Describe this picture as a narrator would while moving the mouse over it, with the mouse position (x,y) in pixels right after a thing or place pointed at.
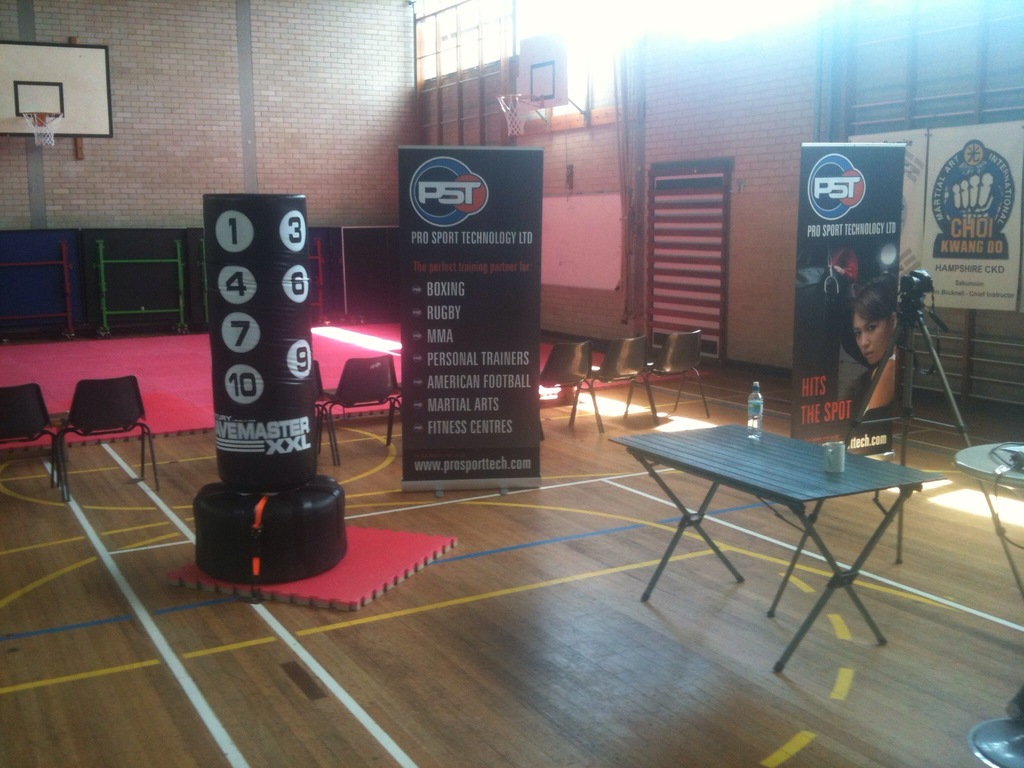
In the picture we can see the wooden surface (751,509), on it we can see a table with a bottle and a tin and besides it, we can see some banners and chairs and in front of it, we can see the red carpet (100,371) and in the background (457,127), we can see the wall (1,156) with basketball net (50,111) on the wall (18,197) and besides also we can see a basketball net (561,82) to the wall (615,161).
